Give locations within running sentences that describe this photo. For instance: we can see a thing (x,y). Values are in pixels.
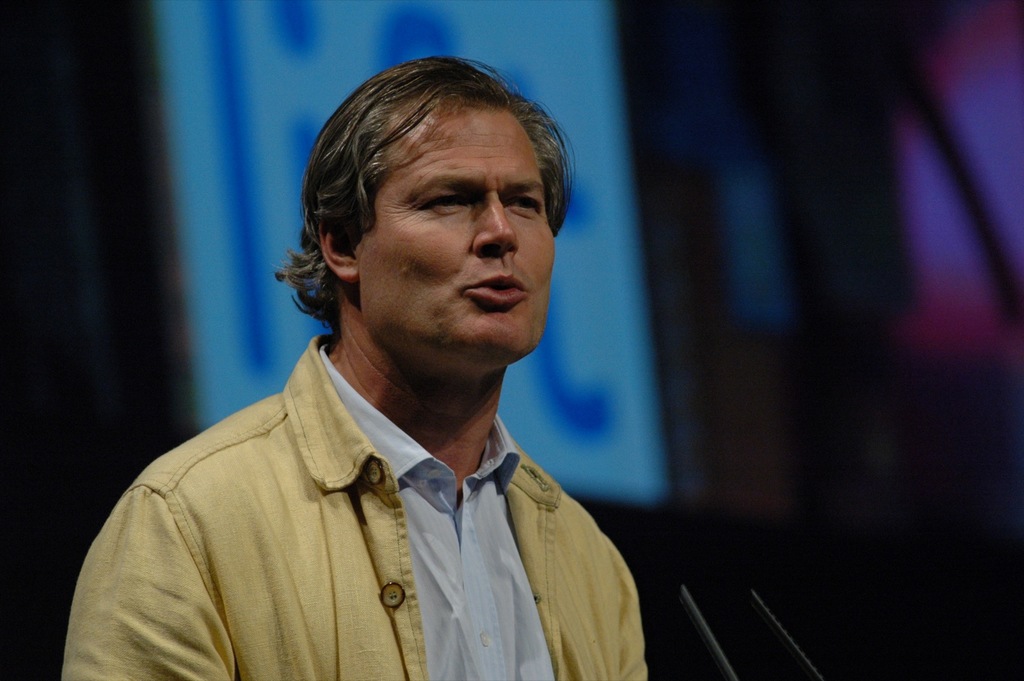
In this image we can see a person (388,395) standing, in front of him we can see two mics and the background (674,617) is dark, also we can see a screen (650,415).
